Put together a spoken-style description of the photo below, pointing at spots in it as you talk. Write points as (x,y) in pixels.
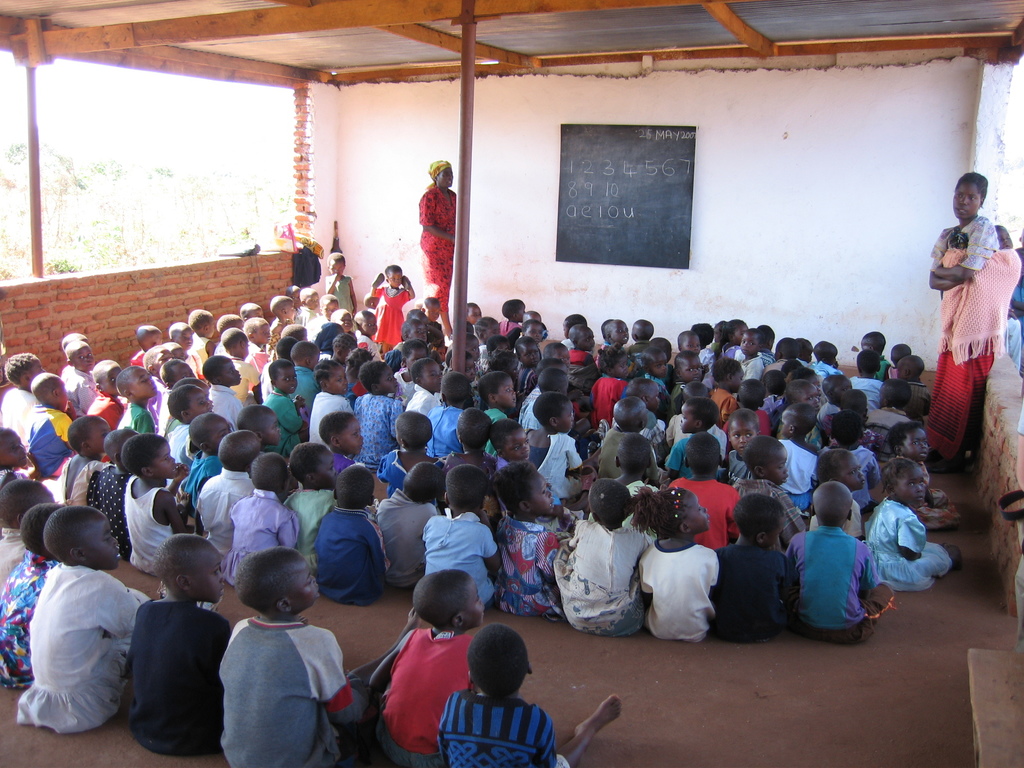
In this image there is a classroom (426,464). Many kids (478,428) are sitting. In the right (946,305) a lady (963,265) is standing. In the background (629,234) there is a blackboard (641,222). On it there are numbers (626,162) are written. A lady (434,209) is standing. Two kids (376,289) are standing here. Here there are few bags (306,271). In the background (153,191) there are trees (139,198).
